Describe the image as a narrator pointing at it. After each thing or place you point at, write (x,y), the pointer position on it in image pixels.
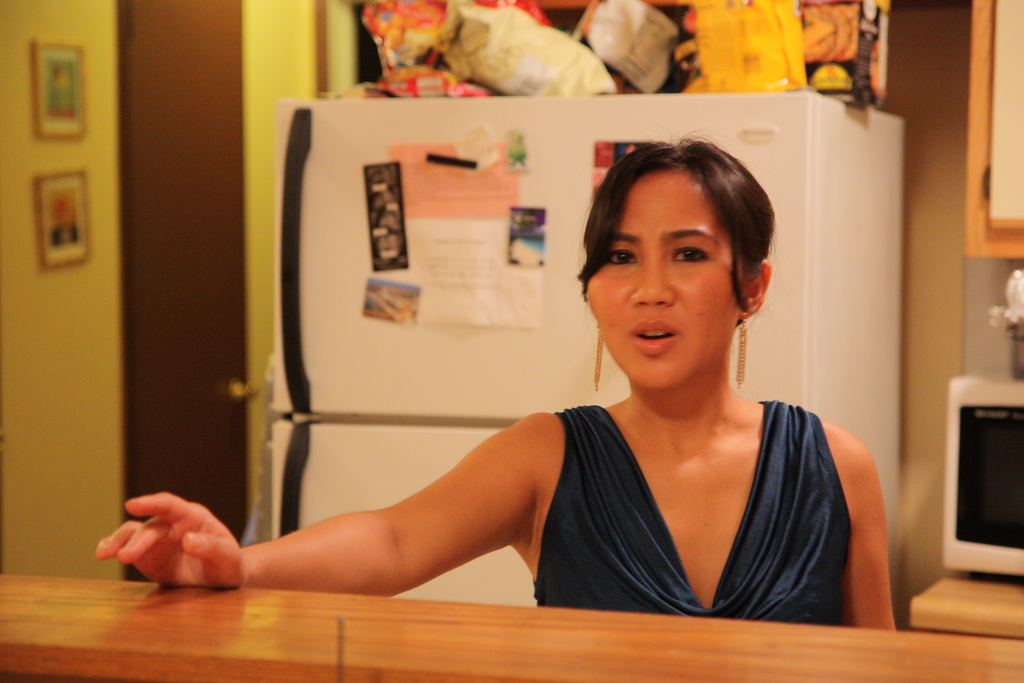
In this image there is a lady (693,403) behind the wooden counter (558,637), there are few objects (562,35) on the refrigerator (548,194) and the table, there are a few frames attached to the wall (23,35).
